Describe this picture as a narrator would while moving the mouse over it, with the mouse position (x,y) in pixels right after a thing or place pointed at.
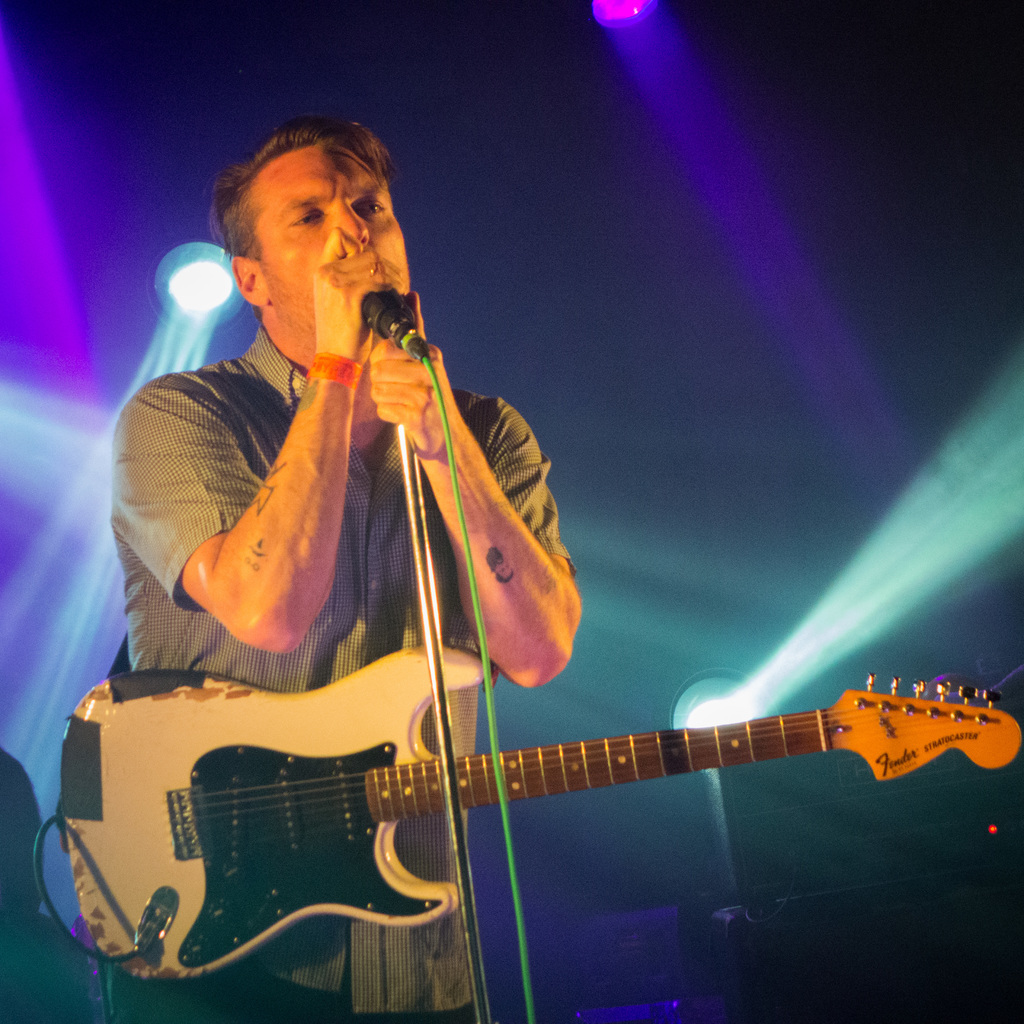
In the picture we can see a man (183,456) standing and holding a microphone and singing a song and he is wearing a shirt (178,407) and holding a guitar (525,778) for him and in the background (95,395) we can see some lights (1022,438).
